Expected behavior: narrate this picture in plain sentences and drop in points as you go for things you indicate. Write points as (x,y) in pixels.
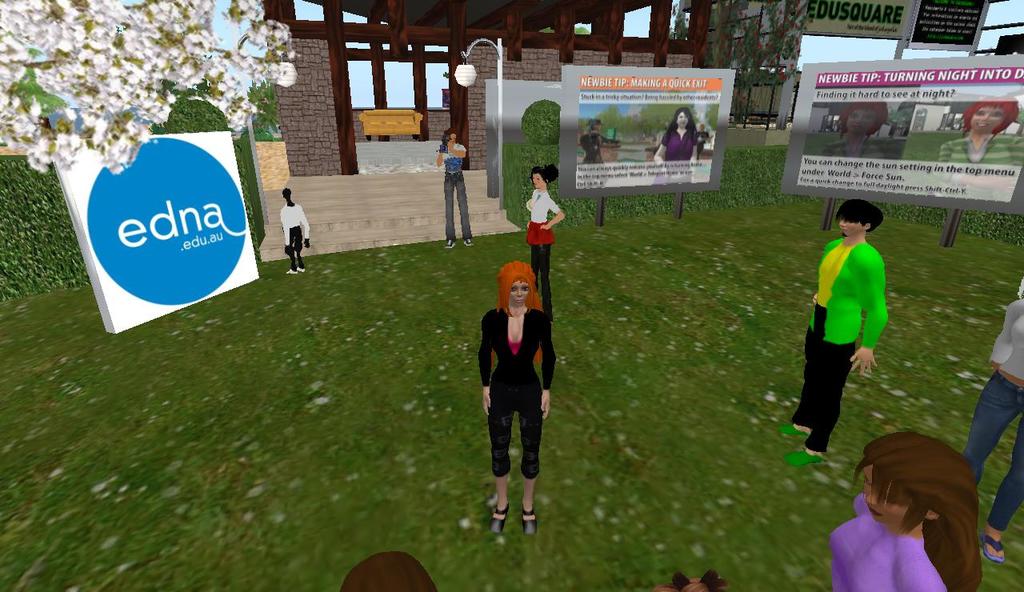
This is an animated picture, in this image we can see a few people (539,407), there are trees (526,151), grass (707,446), buildings (325,238), and boards (583,178) with some text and images (710,138), also we can see a light pole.
